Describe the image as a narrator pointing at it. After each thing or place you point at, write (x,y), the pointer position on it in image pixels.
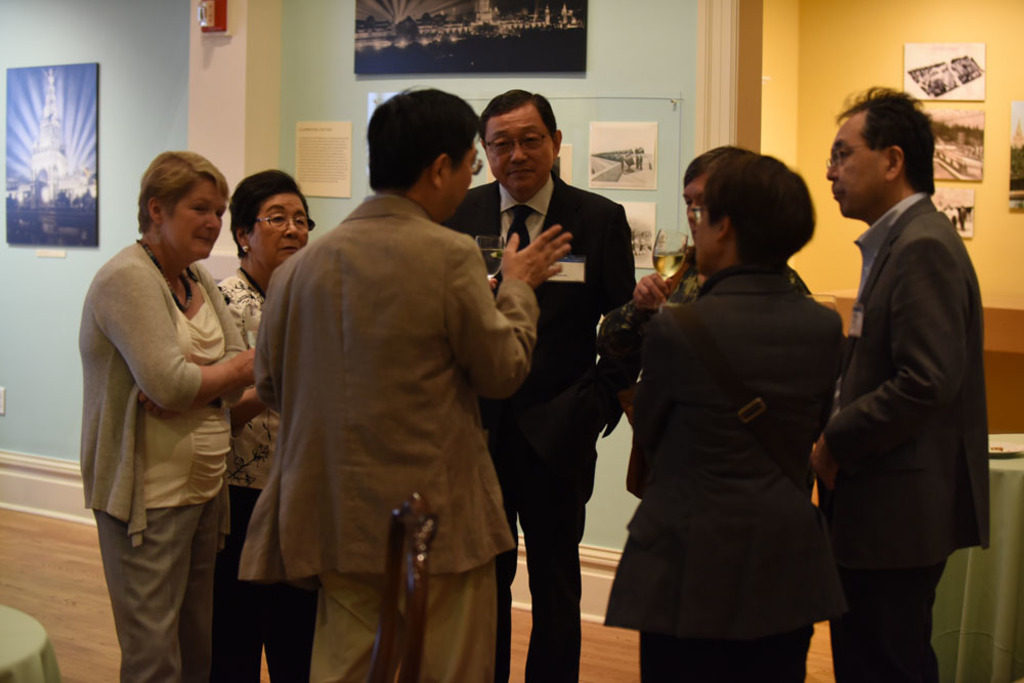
In the image we can see there are people (335,276) standing, wearing clothes (484,352) and some of them are wearing spectacles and holding wine glasses (656,270) in their hands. Here we can see the wooden floor (78,564), wall (127,107) and posters (512,55) stick to the wall (210,126).
